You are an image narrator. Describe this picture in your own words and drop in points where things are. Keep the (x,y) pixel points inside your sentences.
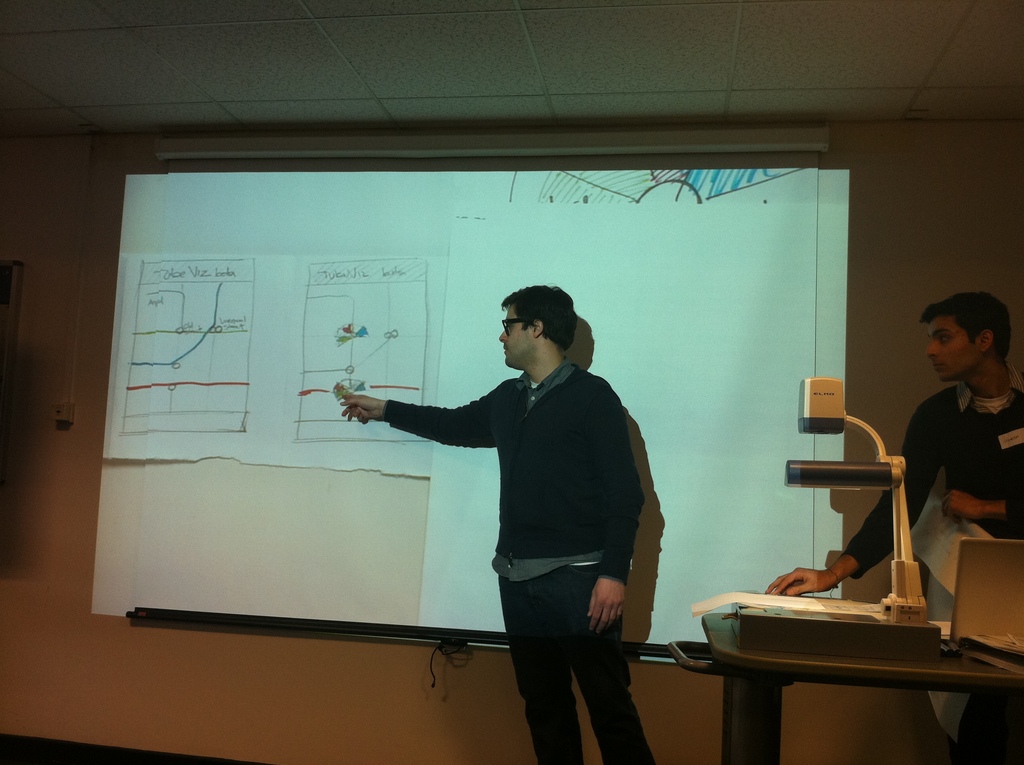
In the center of the image (525,398) there is a person (574,721) standing at the wall (372,474). On the wall (331,479) we can see charts (241,349). On the right side of the image (1020,484) we can see table (760,682), lights (829,478) and person (918,436).
